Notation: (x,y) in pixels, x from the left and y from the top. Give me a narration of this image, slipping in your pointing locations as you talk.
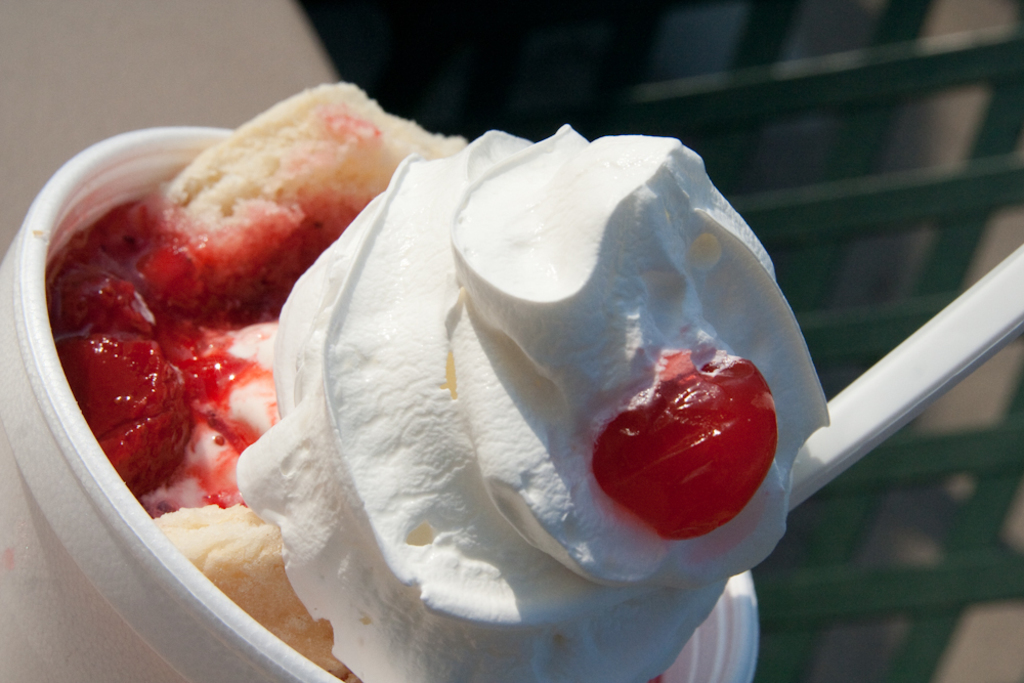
In this image we can see a cup (736,588) containing an ice cream (333,465) with a spoon (844,457) topped with a cherry (721,481).
